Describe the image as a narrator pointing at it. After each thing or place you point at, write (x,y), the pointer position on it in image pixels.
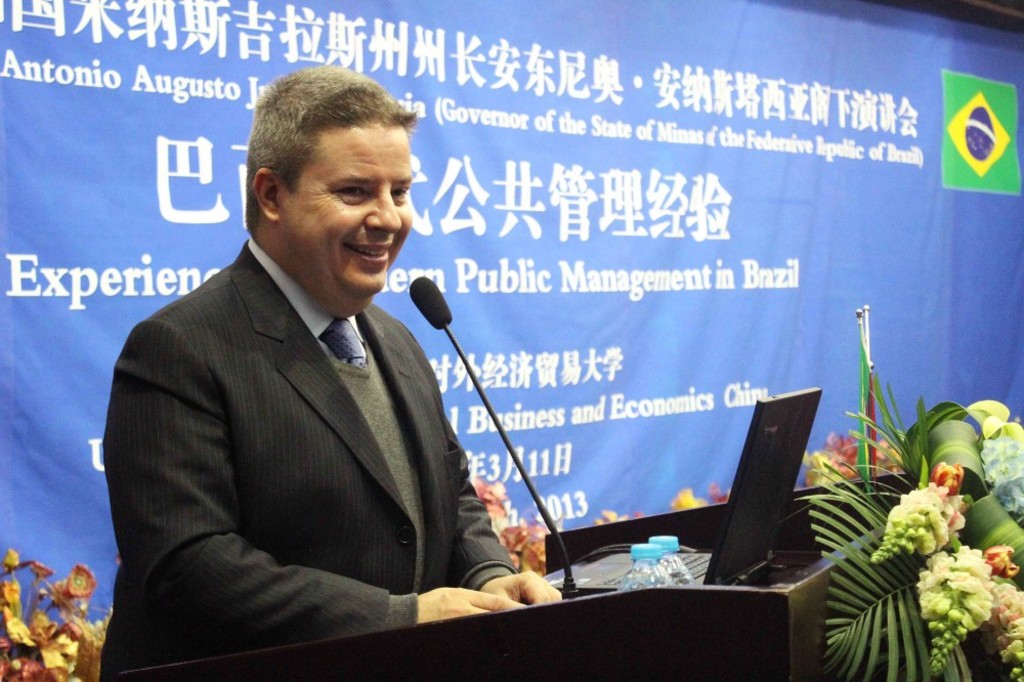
At the bottom of the image (663,588) there is a podium (667,598) with a mic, bottles (671,553) and a laptop (720,554). Behind the podium (768,617) there is a man (307,413) standing and smiling. On the right side of the image (954,525) there is a bouquet (959,491) with flowers (1010,486). Behind the man (163,460) there is a banner (743,153) with text (516,358) on it.
